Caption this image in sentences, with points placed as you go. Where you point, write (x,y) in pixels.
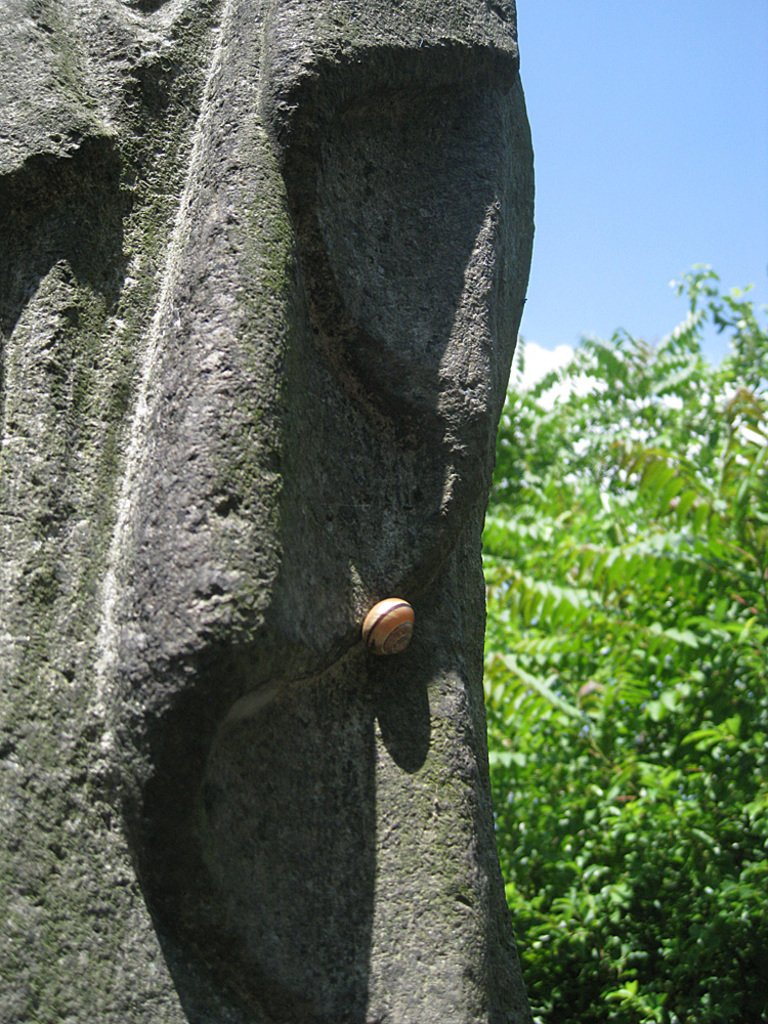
In the picture I can see a stone sculpture (260,720) on the left side of the image (116,848) and on the right side of the image (622,719), we can see trees (664,656) and the blue color sky (632,27) with clouds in the background (720,139).
